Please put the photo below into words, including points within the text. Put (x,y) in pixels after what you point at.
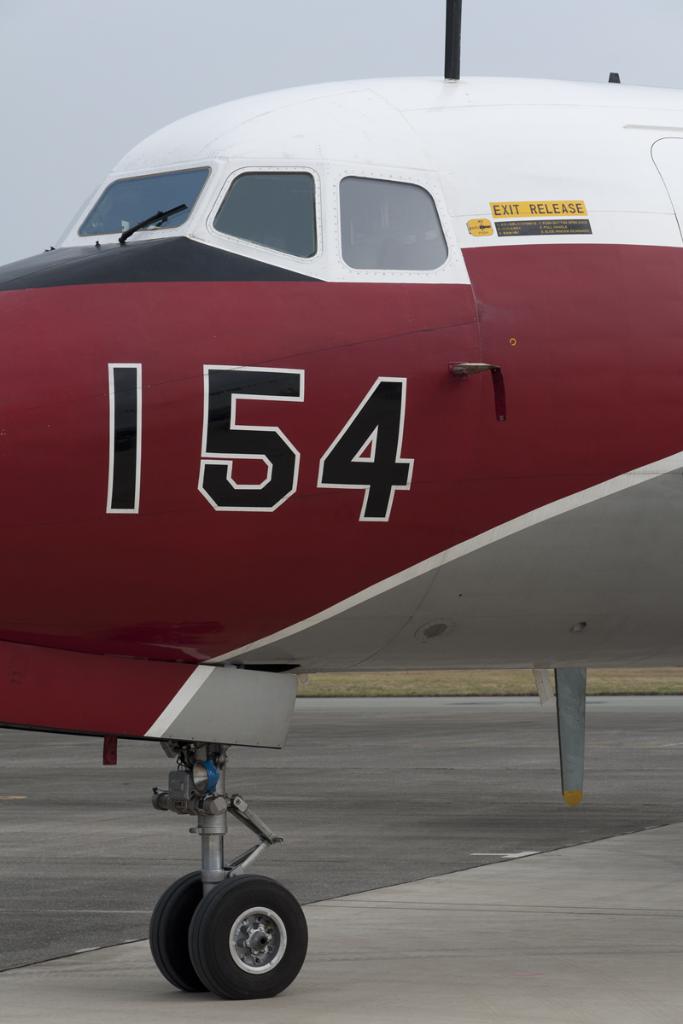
In the picture there is a part of a plane (431,382), it is in red and white color and there are some numbers (221,393) on the red part of the plane (287,351).
